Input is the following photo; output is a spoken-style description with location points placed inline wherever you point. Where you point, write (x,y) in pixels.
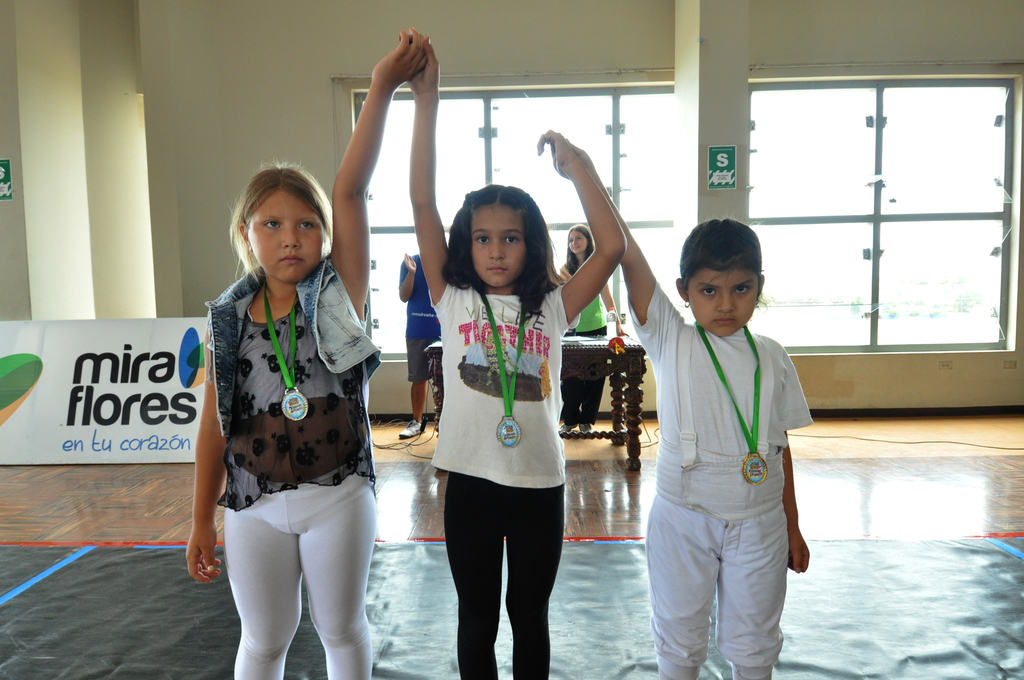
In this image we can see three children (561,378) standing on the sheet (649,641) which is placed on the floor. On the backside (749,202) we can see a table (591,366), a man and a woman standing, some pillars (692,27), boards (733,151) with some text (721,155) on it, a wall (405,378) and a window (981,98).
